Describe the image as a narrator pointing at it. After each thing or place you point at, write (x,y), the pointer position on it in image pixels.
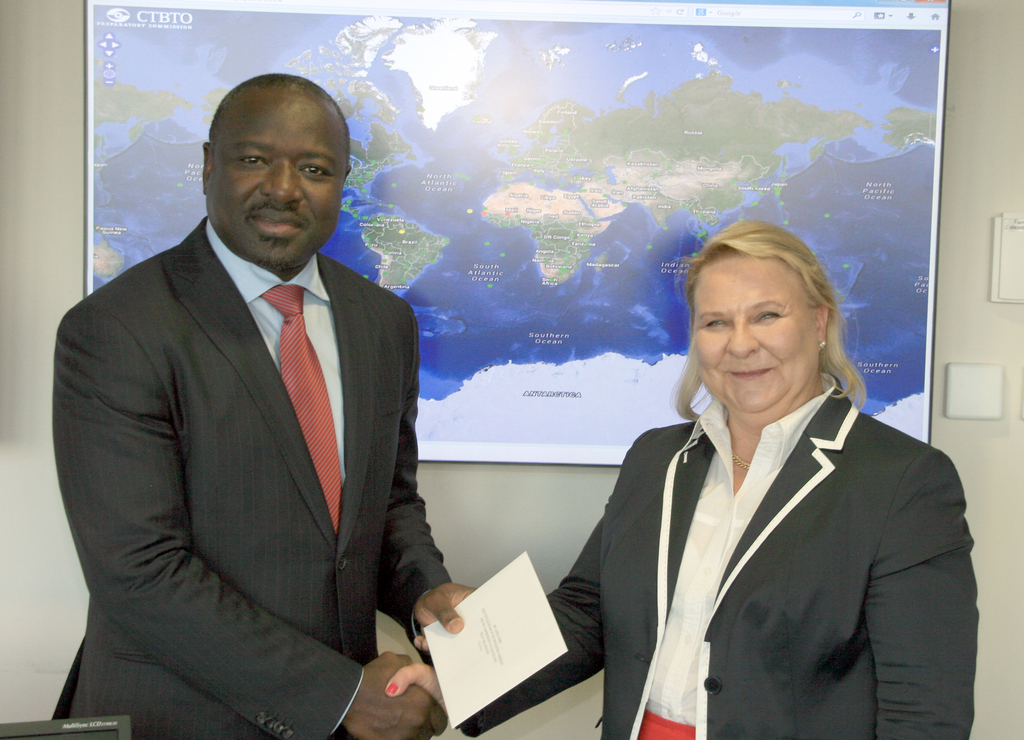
In the image we can see there are people (580,632) standing and they are shaking hands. Behind there is a map (611,172).
